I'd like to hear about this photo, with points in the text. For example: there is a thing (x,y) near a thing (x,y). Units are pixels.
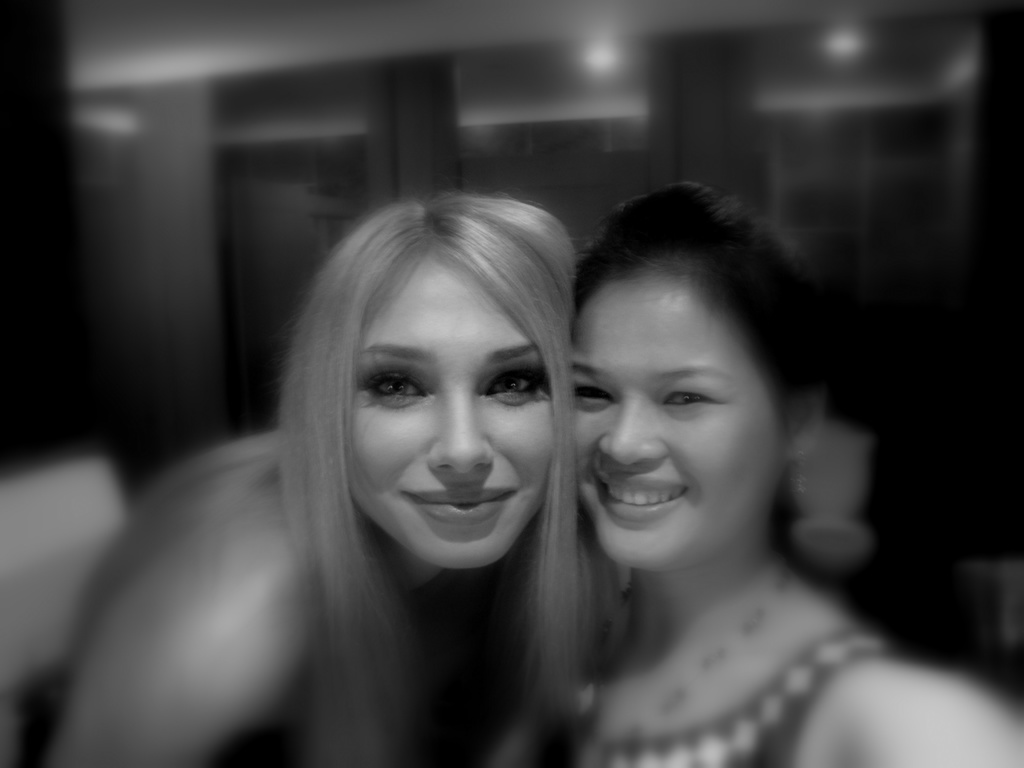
This is a black and white image. In this image we can see two girls (533,583) are smiling and attached to each other. The background (821,168) is blurry.
